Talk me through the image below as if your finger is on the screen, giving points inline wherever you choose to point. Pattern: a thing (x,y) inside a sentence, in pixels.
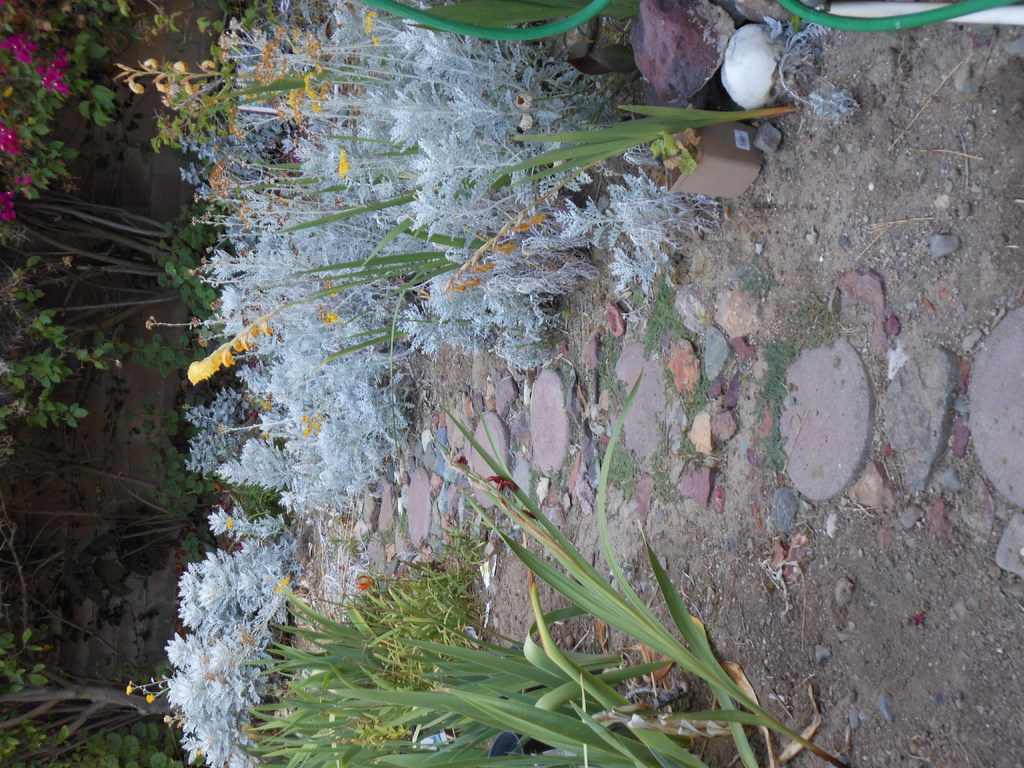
In the image we can see there are plants (516,689) on the ground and there are lot of trees (79,726) at the back (41,747). There are flowers (59,89) on the plants (66,77).
